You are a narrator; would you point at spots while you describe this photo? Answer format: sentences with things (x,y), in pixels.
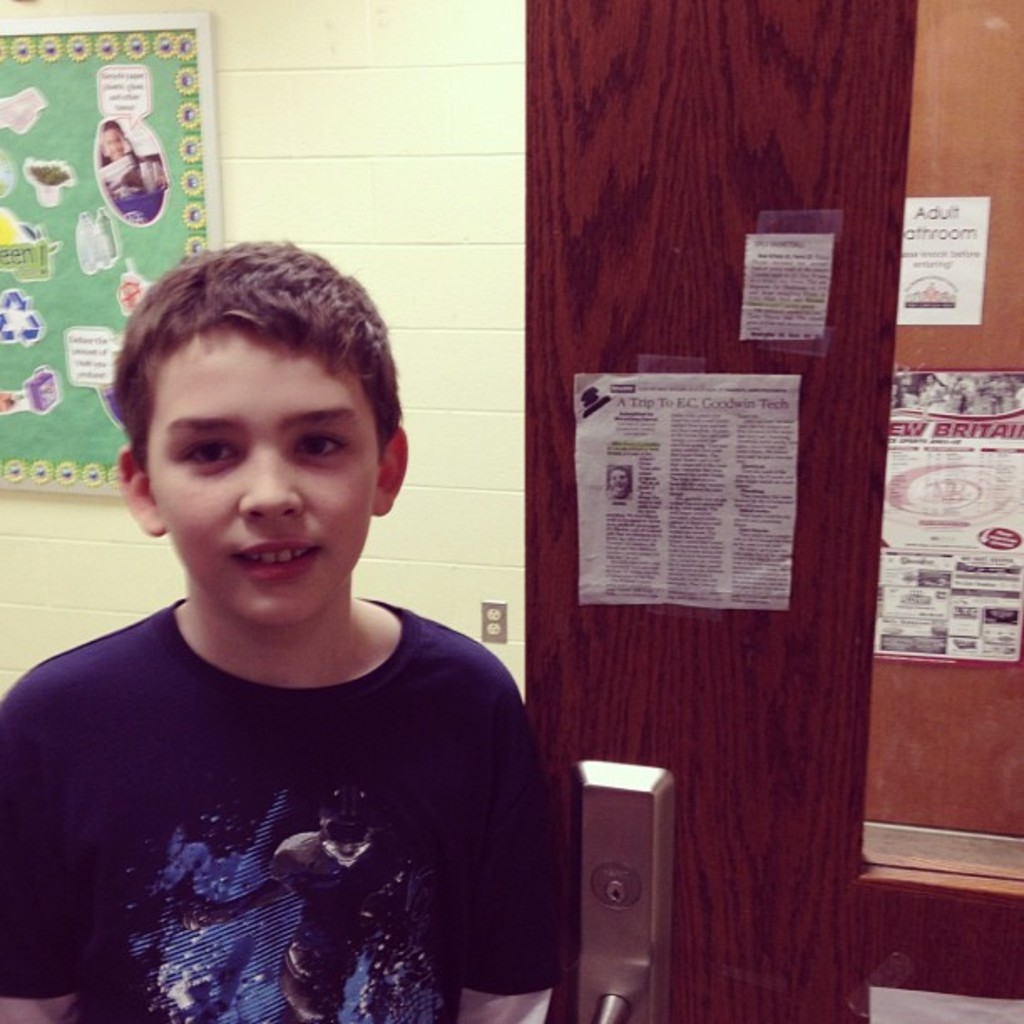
In this image I can see one person (261,966) is standing. Back I can see a board (210,87) is attached to the wall (350,91) and few pamphlets (599,463) are attached to the door (866,321).
